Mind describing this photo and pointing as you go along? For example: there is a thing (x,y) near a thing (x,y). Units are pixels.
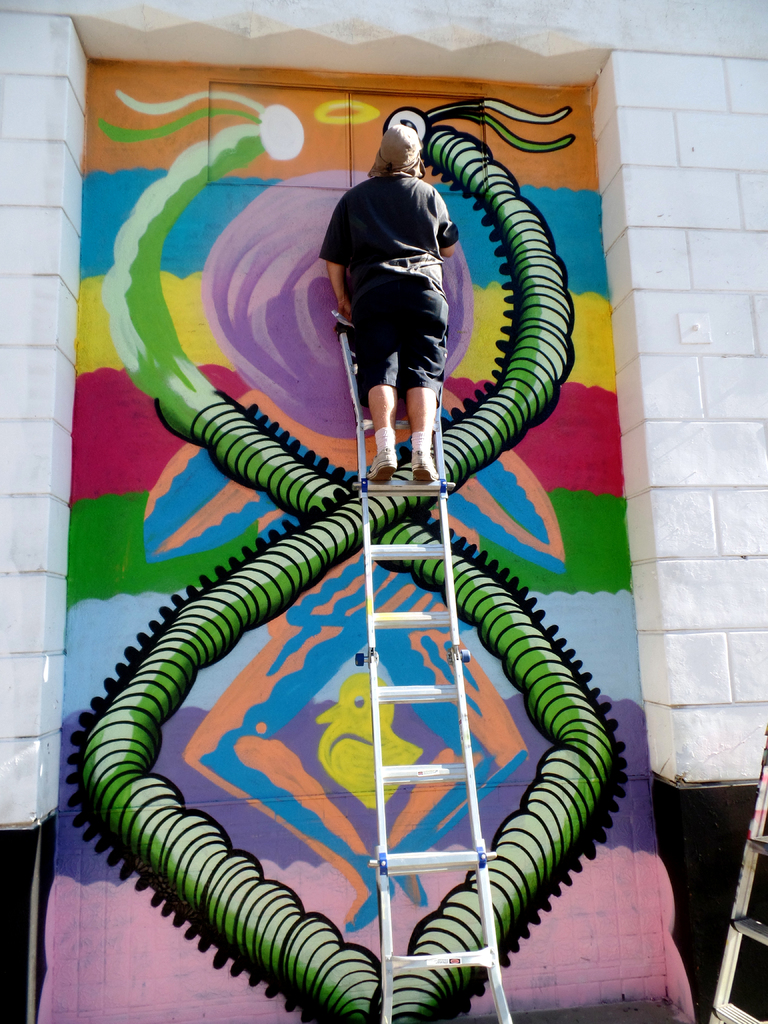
In this image I can see a ladder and on it I can see a person (338,263) is standing. I can also see this person (411,176) is wearing black colour dress (381,276), shoes (424,476) and a cap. In the background (83,692) I can see graffiti (450,88) on the wall (610,354) and on the bottom right side of this image (721,999) I can see one more ladder (749,1017).
